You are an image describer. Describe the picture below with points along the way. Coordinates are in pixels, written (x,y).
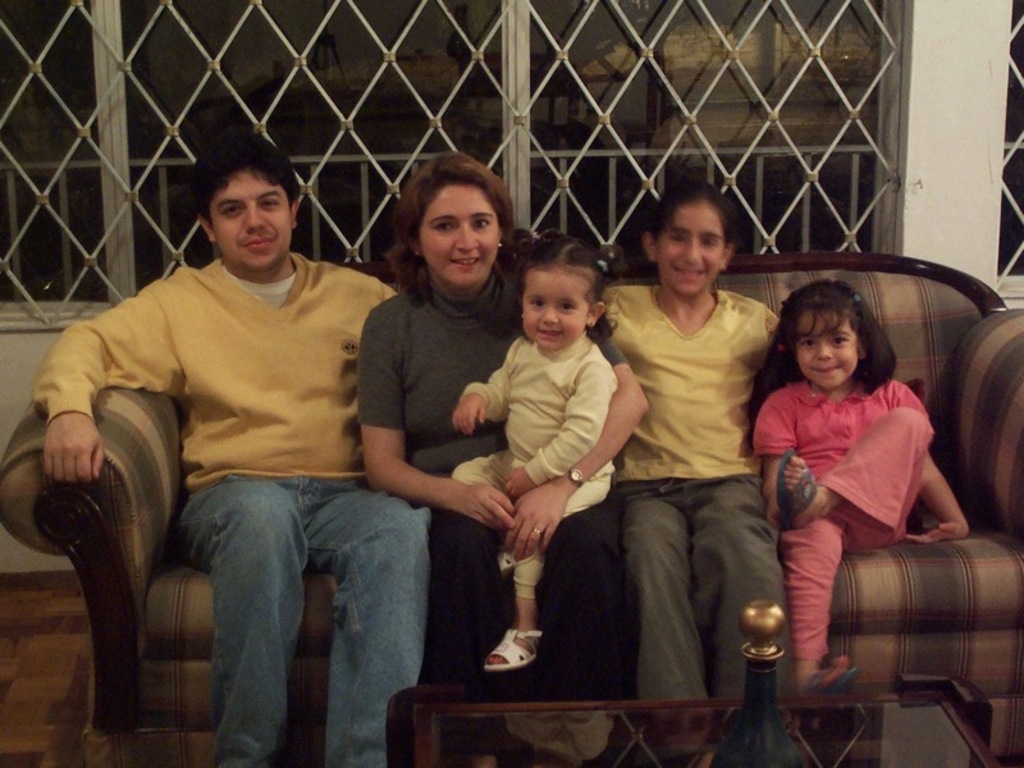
In the center of the image (442,377) some persons (388,395) are sitting on the couch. At the bottom of the image (639,728) there is a table (645,736). On the table (713,738) an object (751,669) is there. In the background of the image (623,158) we can see windows (429,126), grills (623,88), wall (32,356) are there. On the left side of the image (73,679) floor (47,654) is there.
